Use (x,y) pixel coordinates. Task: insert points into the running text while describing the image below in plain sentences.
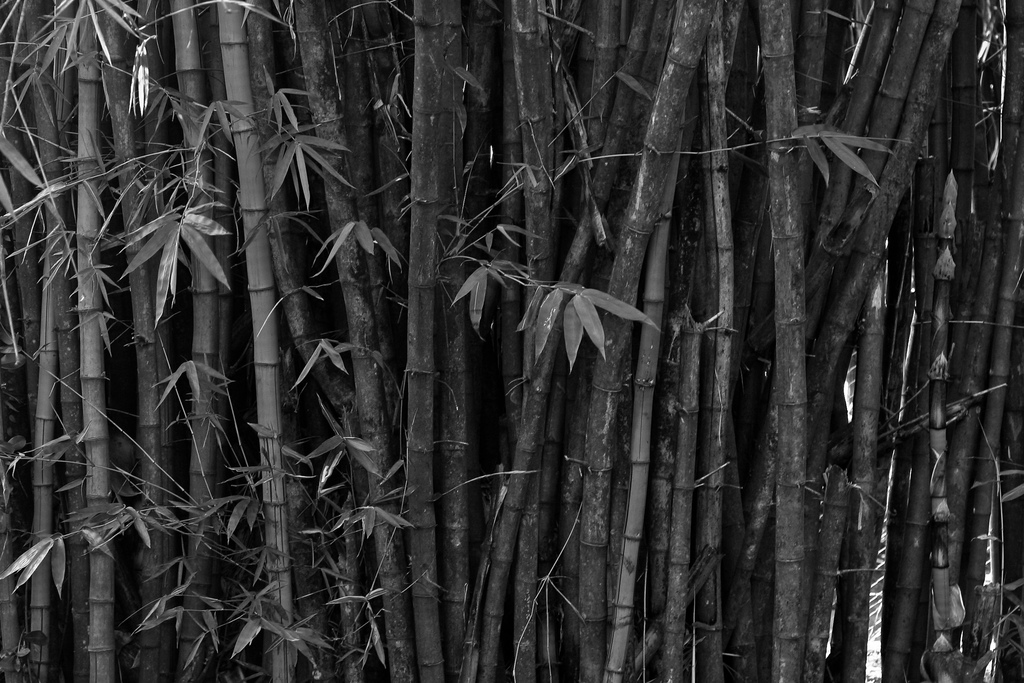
The picture consists of bamboo (273,284) and leaves (195,251).
